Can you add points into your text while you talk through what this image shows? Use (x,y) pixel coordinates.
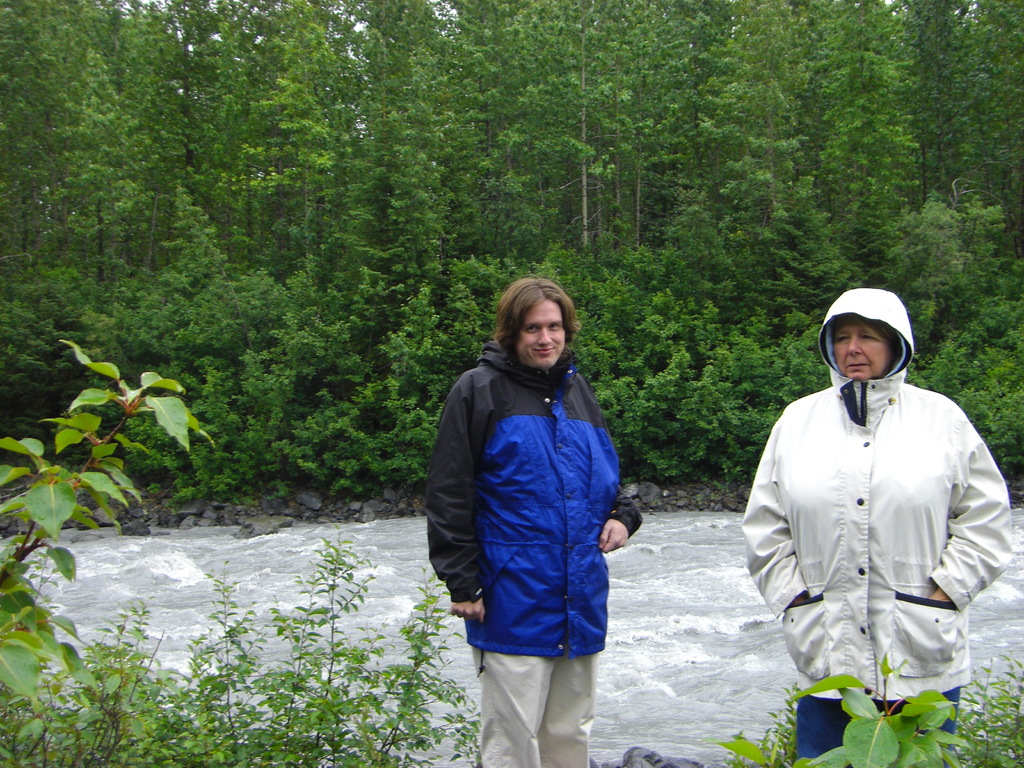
In this image we can see two people (584,549) standing and there is a water flow (670,652) and we can see some plants (625,375) and trees (1008,249) in the background (826,43).
